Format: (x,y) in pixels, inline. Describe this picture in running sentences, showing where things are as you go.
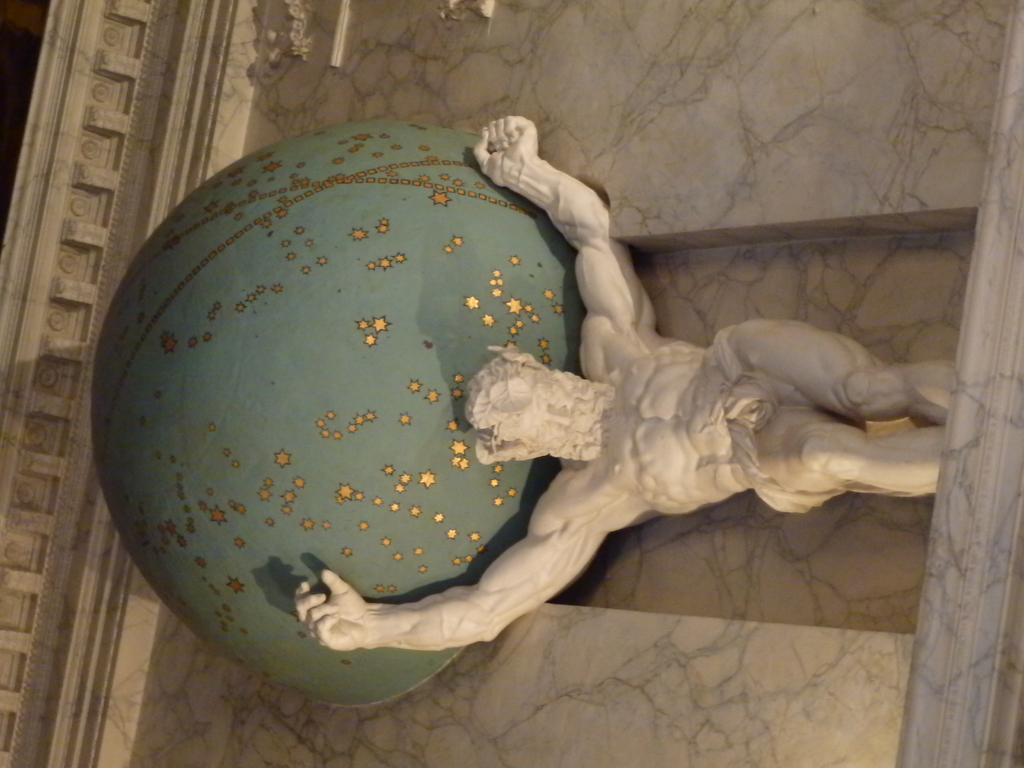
In this image I can see a statue (644,455) and wall (461,766).
